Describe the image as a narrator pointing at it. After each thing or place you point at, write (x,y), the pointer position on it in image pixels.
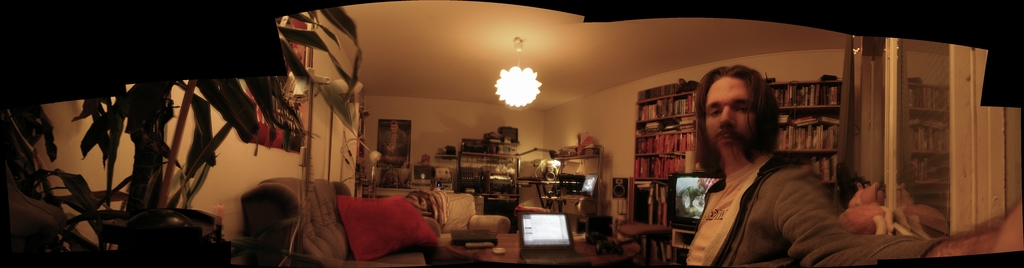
This is the picture of a room (441,143). On the right side of the image (770,137) there is a man (731,231) standing. On the left side of the image (185,199) there is a plant (186,157). At the back (588,188) there are books (669,108) in the shelf (775,103) and there is a laptop (576,255) and there are devices (600,249) and objects (617,247) and there is a television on the table (515,246) and there are sofas (340,237) and there is a speaker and there is a cupboard (480,154) and there are objects (497,150) and there is a frame (392,153) on the wall (428,134). At the top (522,44) there is a light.
